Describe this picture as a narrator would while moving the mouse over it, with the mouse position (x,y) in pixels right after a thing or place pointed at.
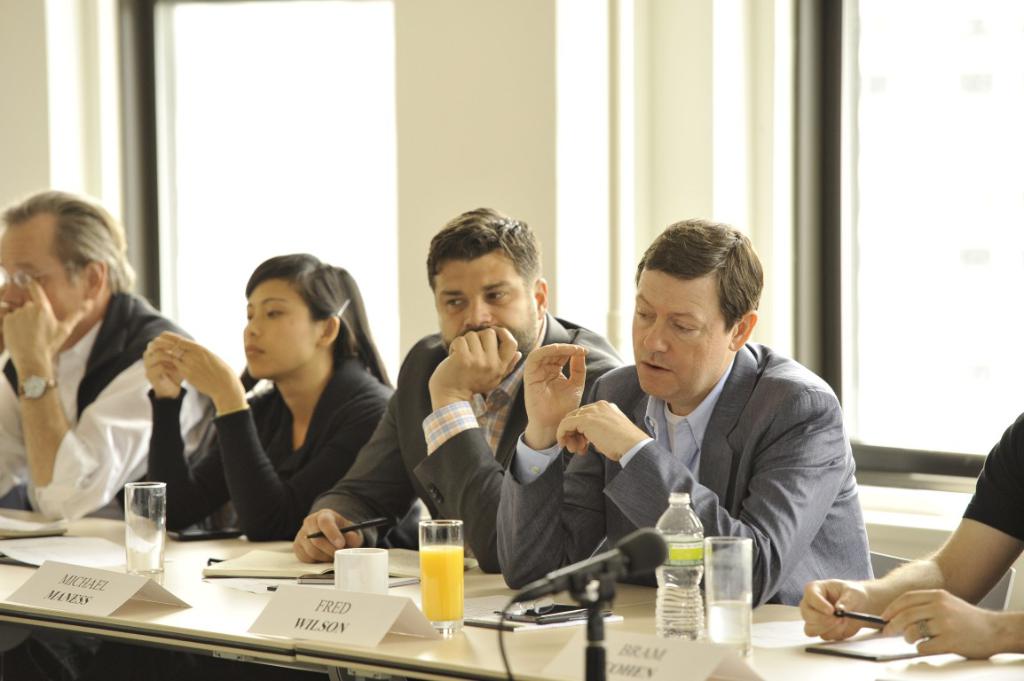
In this image there are group of persons (677,437) sitting on the chairs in front of them there are water glasses (746,642) bottles (675,608) and microphones (642,537) on the table (444,657).
